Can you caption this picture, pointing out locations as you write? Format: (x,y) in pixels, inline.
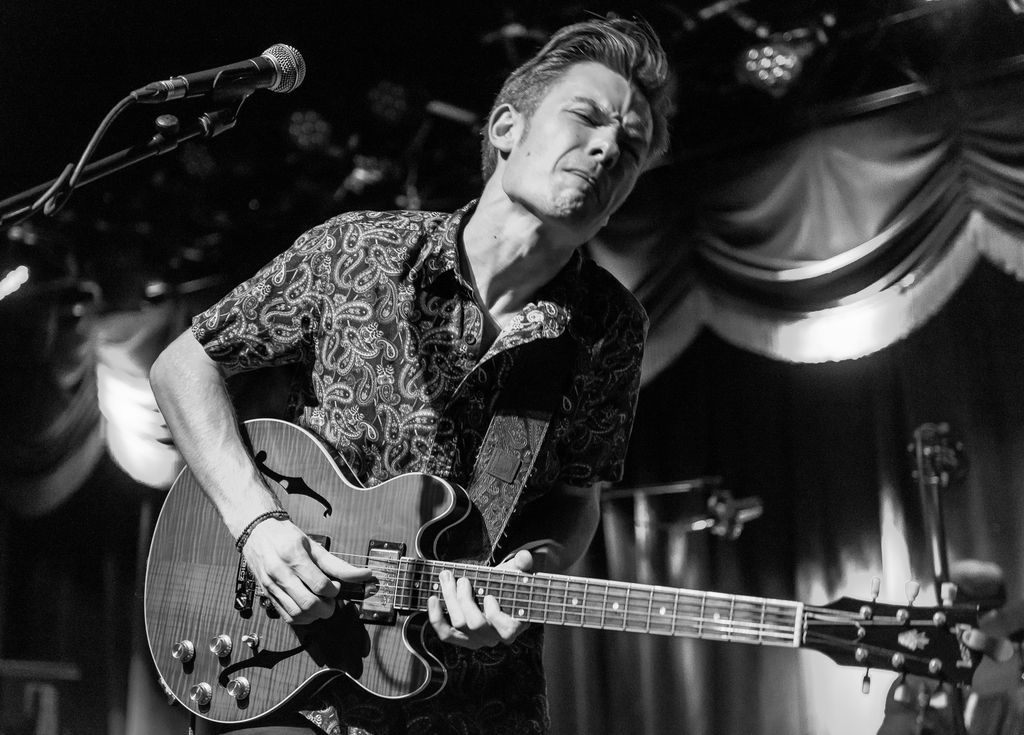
Man (441,343) playing guitar (378,595), there is microphone (260,76).
